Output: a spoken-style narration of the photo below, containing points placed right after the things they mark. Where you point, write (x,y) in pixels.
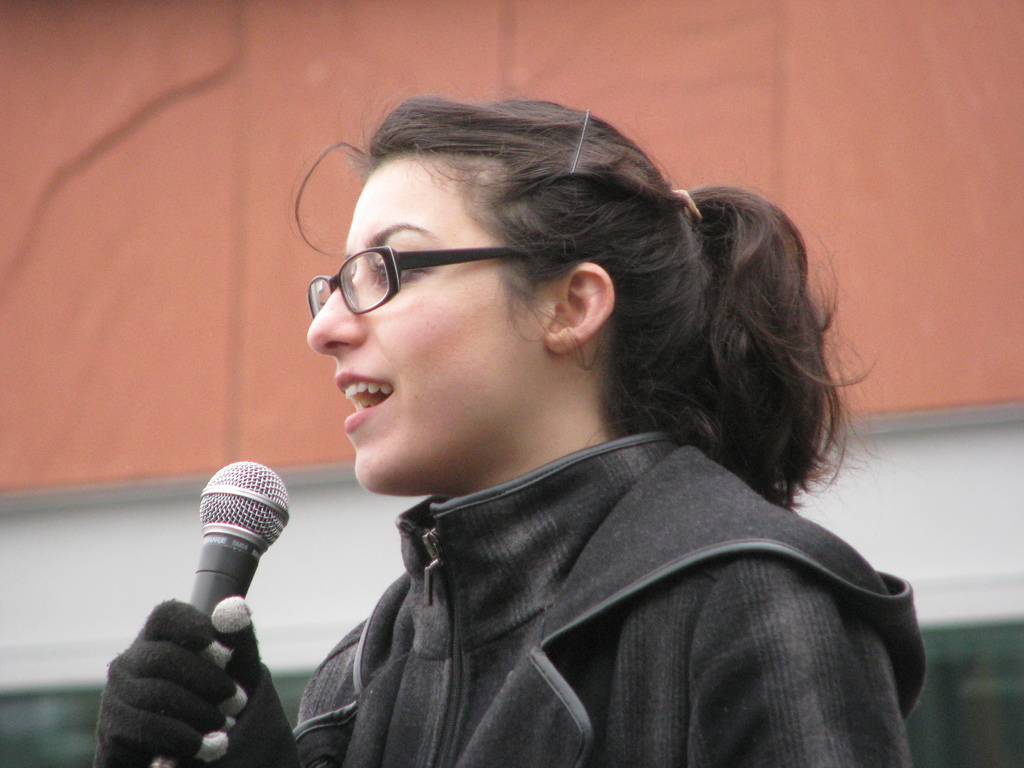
In this image we can see a person (467,483) holding a mic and behind the person (429,436) we can see a wall (988,477).
